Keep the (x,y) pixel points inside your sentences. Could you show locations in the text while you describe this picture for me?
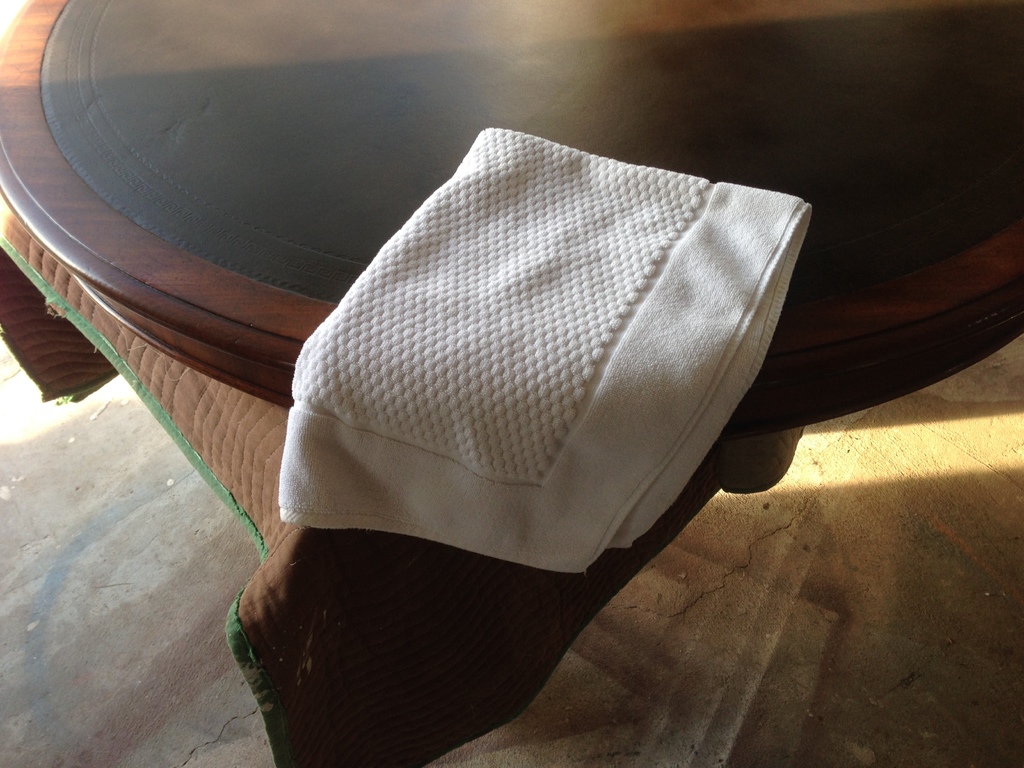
In this picture I can see there is a table (792,408) it is in brown and black color and there is a cloth (239,426) here it is in brown color and the table (595,4) is placed on the floor (699,710).
